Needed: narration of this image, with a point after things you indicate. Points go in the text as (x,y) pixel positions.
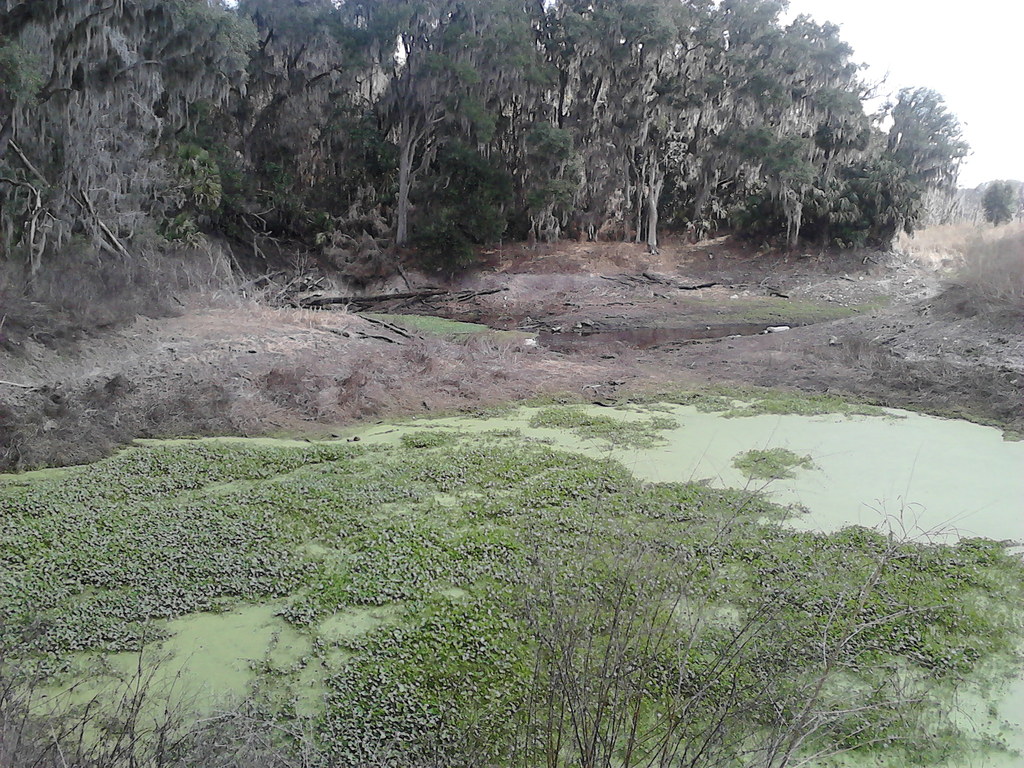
This image is clicked outside. At the bottom (392,607), we can see a water body (505,607) which is covered with the grass (425,569) and small plants (531,558). In the background (512,205), there are many trees (312,26). In the middle (416,350), there is a ground (625,303). At the top (954,43), we can see the sky (886,45).
